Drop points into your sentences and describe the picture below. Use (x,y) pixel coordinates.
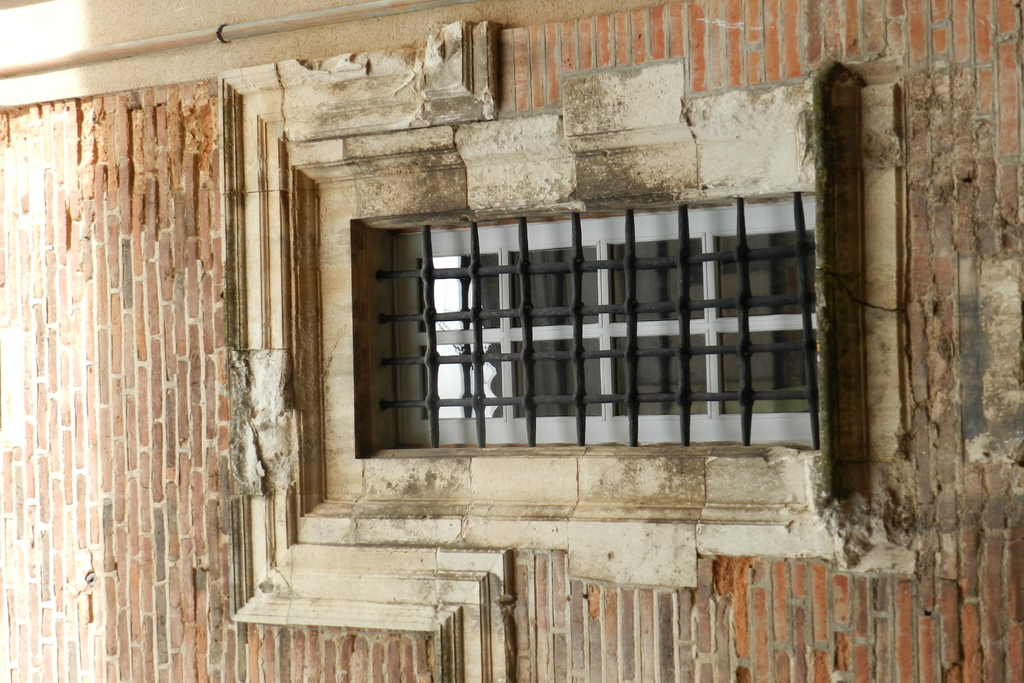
This picture might be taken from outside of the building (950,315). In this image, in the middle (606,317), we can also see a grill window (611,351). In the background (947,542), we can see a brick wall (208,96) and pipes (327,18).
